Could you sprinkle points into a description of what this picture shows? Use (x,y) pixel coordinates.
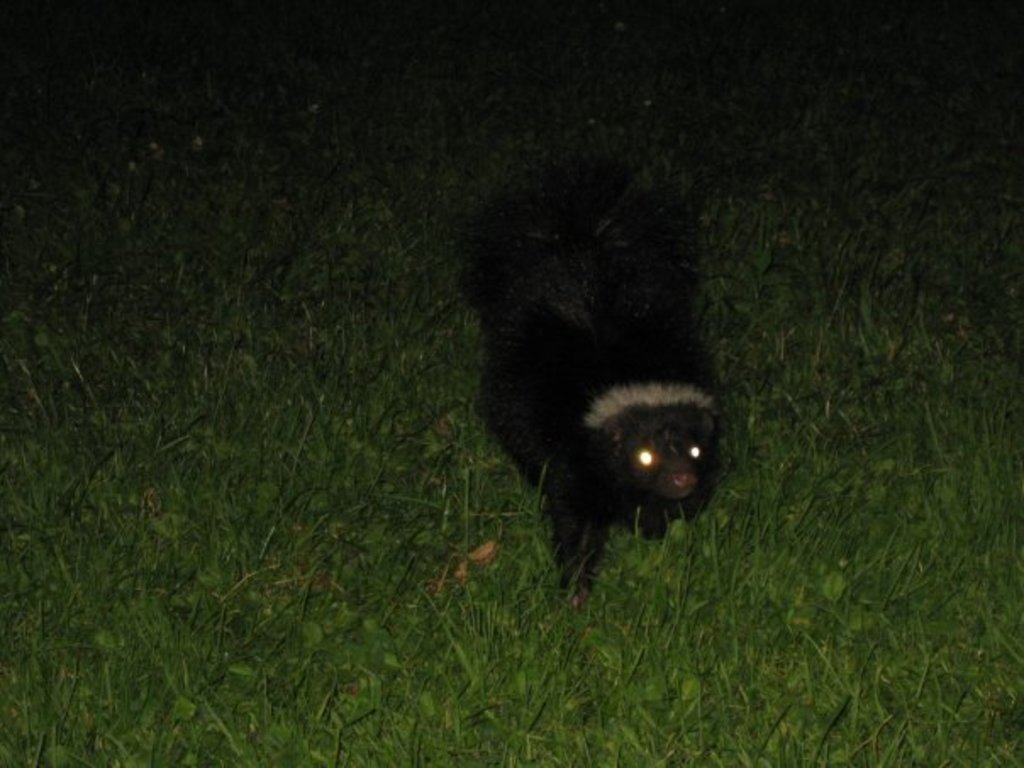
In the center of the image (490,364) there is an animal (618,379) on the grass (604,570).
